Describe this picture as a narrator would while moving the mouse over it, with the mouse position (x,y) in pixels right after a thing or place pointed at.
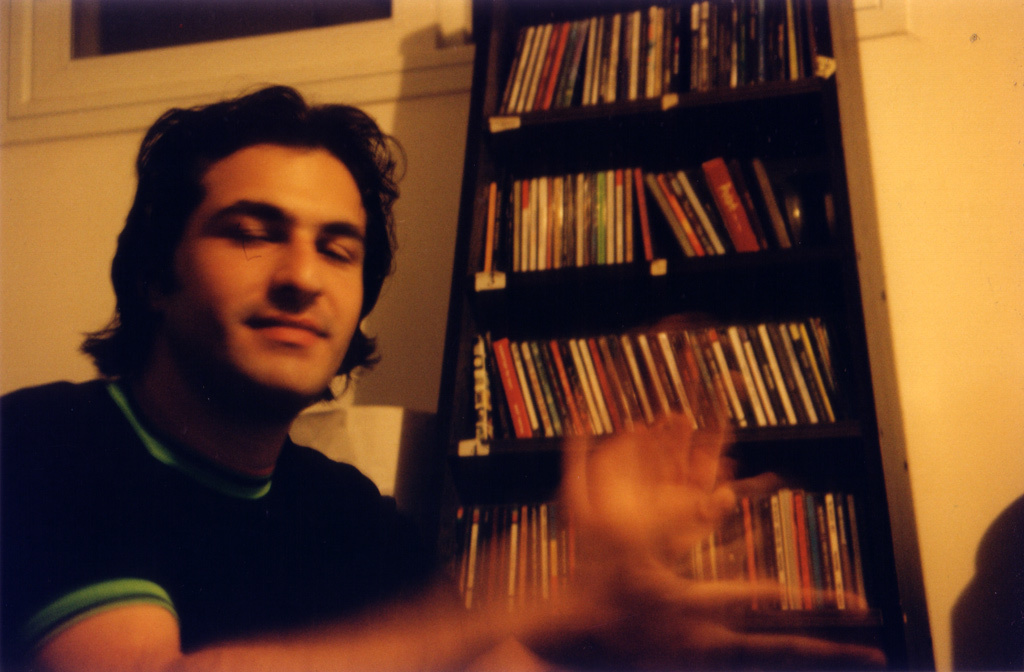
On the left side (295,240), there is a person (266,461) in black color t-shirt (211,467), sitting near a wall (413,350), which is near a cupboard (848,272), which is having shelves (742,141), on which, there are CDs (826,552) arranged.
